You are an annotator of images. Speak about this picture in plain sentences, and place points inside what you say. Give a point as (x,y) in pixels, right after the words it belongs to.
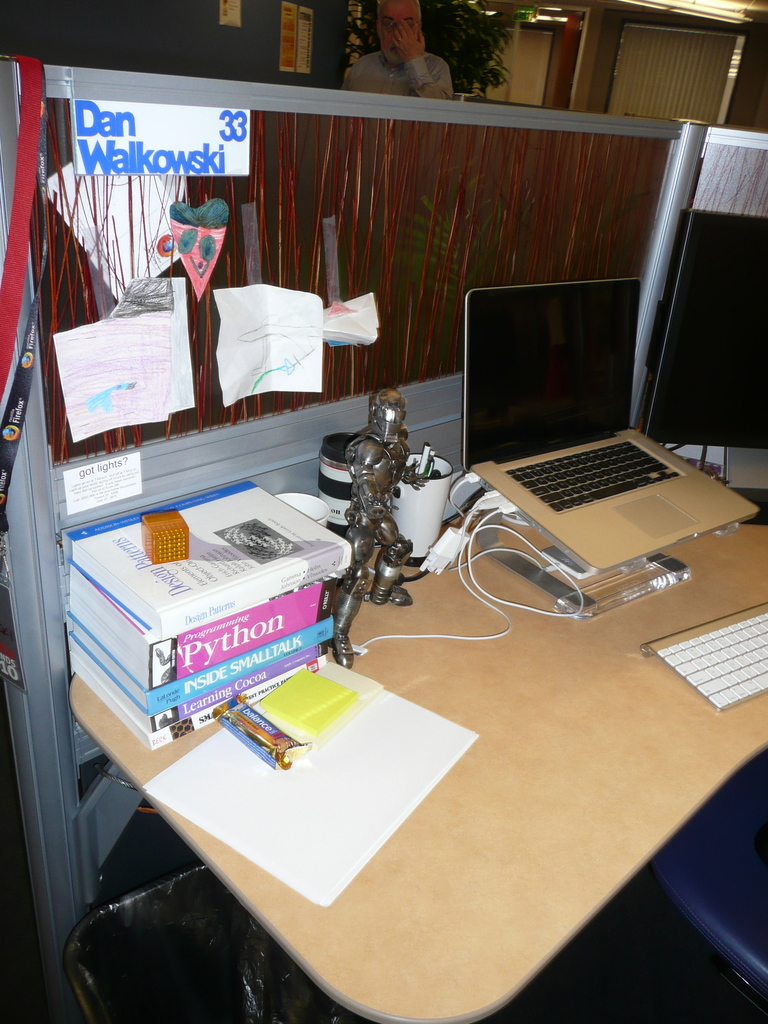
In this image I see a desk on which there are few papers (258,339), books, wire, a toy (354,533) and a laptop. In the background (425,8) I see a plant (471,79) and a person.
